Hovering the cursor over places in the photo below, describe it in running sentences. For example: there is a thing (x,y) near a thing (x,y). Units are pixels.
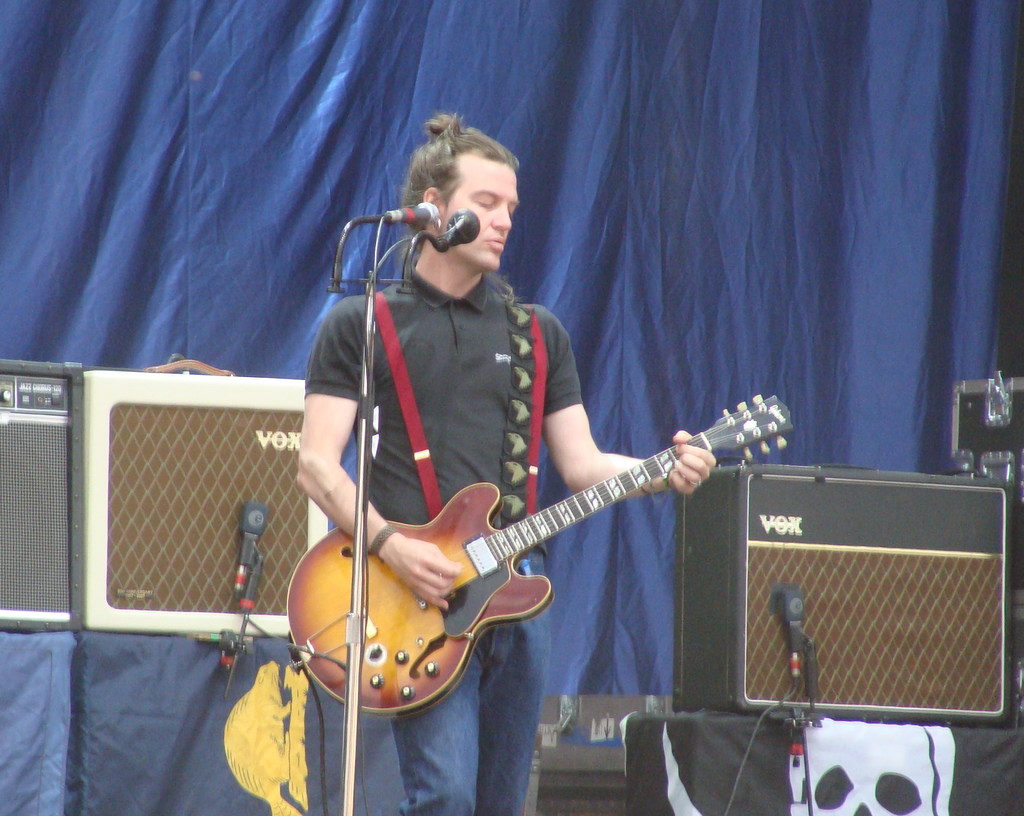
In this picture we can see a Man (464,427) Standing and he is playing a guitar (482,547) and singing a song with the help of microphone (462,222) back side we can see some sound boxes (842,522) and blue color cloth (620,203).
